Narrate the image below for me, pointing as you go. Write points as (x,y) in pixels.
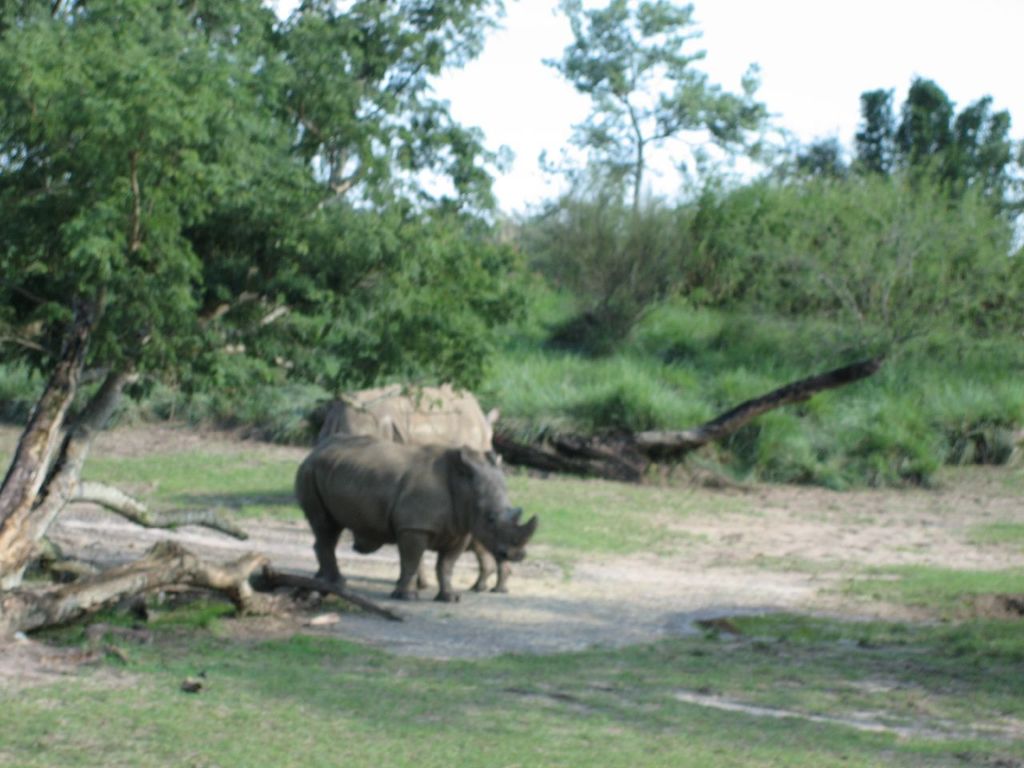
In this picture I can see there are rhinoceros (365,450) standing and there is grass (622,687) around them and there are trees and the sky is clear.
